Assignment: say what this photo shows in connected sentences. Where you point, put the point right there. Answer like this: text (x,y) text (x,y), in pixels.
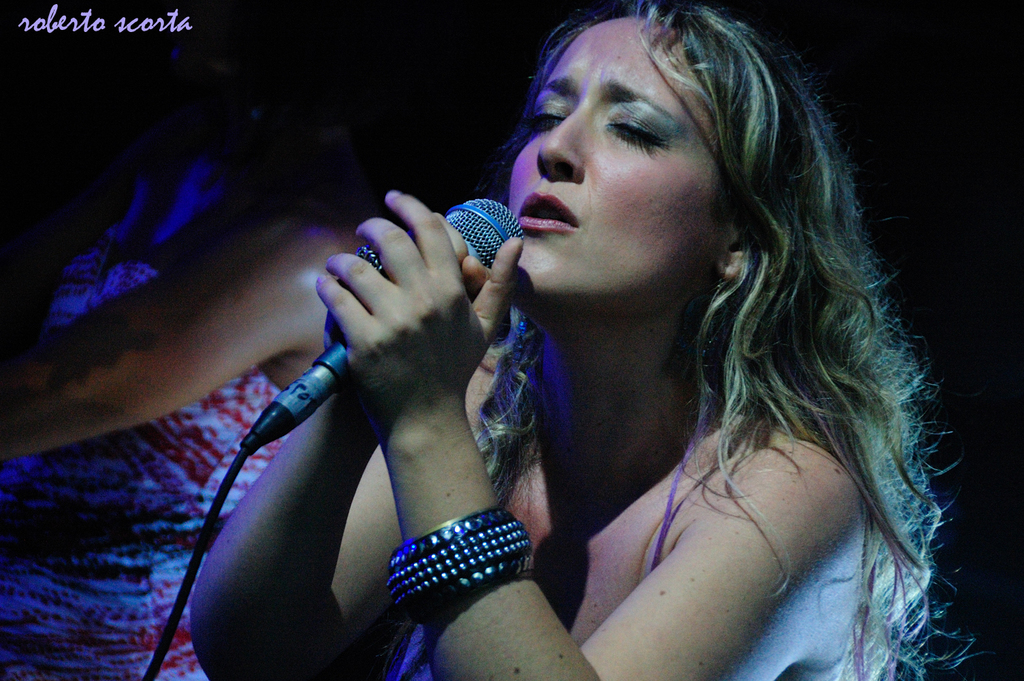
This picture describes about group of people (396,338), in the middle of the image (511,355) a woman (668,496) is singing with the help of the microphone (503,213).
